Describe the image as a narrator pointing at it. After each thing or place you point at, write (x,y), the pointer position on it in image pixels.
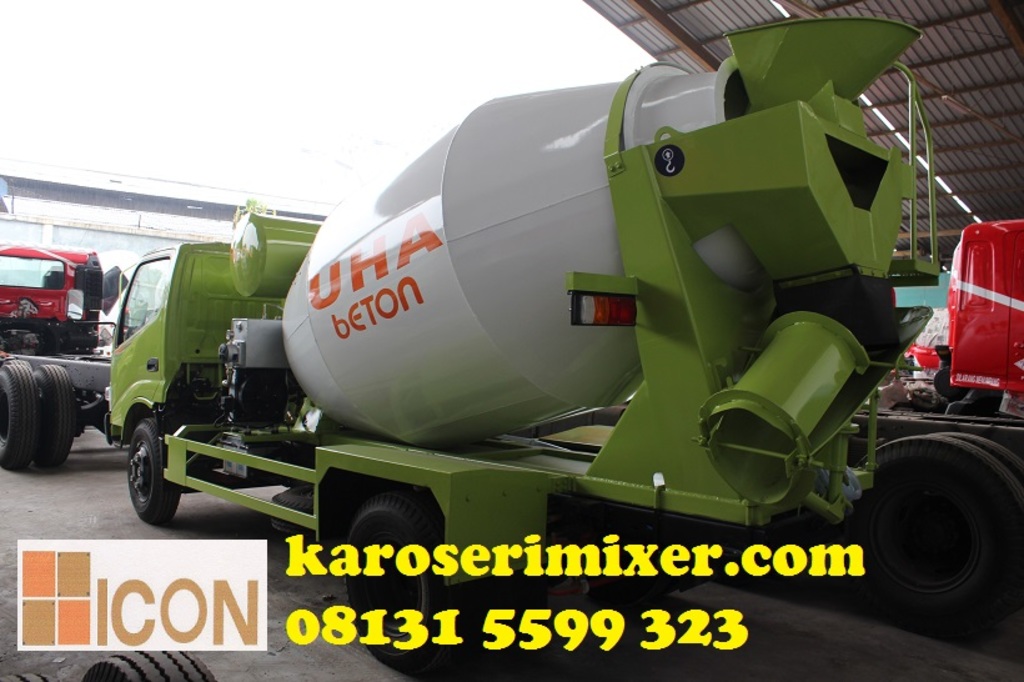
In this image I can see few vehicles (559,327). In front (478,303) the vehicle (504,310) is in white and green color, background (950,52) I can see a shed (750,19) and the sky (213,153) is in white color.
